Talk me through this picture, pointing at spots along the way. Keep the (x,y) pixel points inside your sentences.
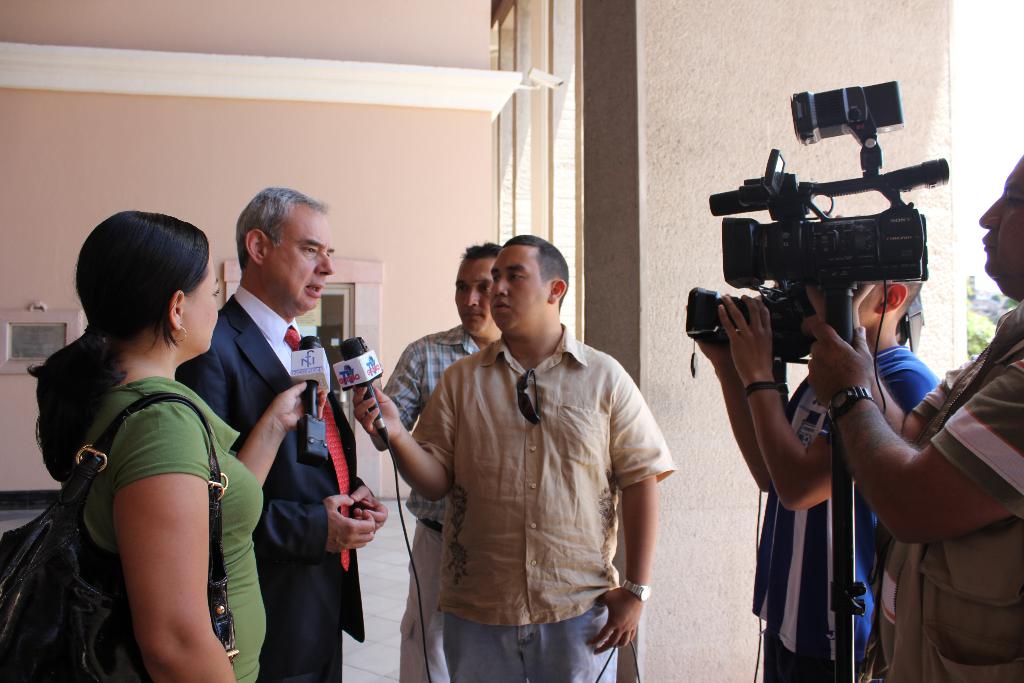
In this image we can see these two persons (636,462) are holding mics (310,375) in their hands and standing here and this person (286,483) wearing blazer (295,440), shirt (253,317) and red color tie (332,436) is also standing, here we can see these two persons (953,519) are holding video cameras (862,181). In the background (94,72), we can see the wall (420,51), CC cameras (539,74) and pillars (644,75). Here we can see trees (975,344) and the sky (975,188).
